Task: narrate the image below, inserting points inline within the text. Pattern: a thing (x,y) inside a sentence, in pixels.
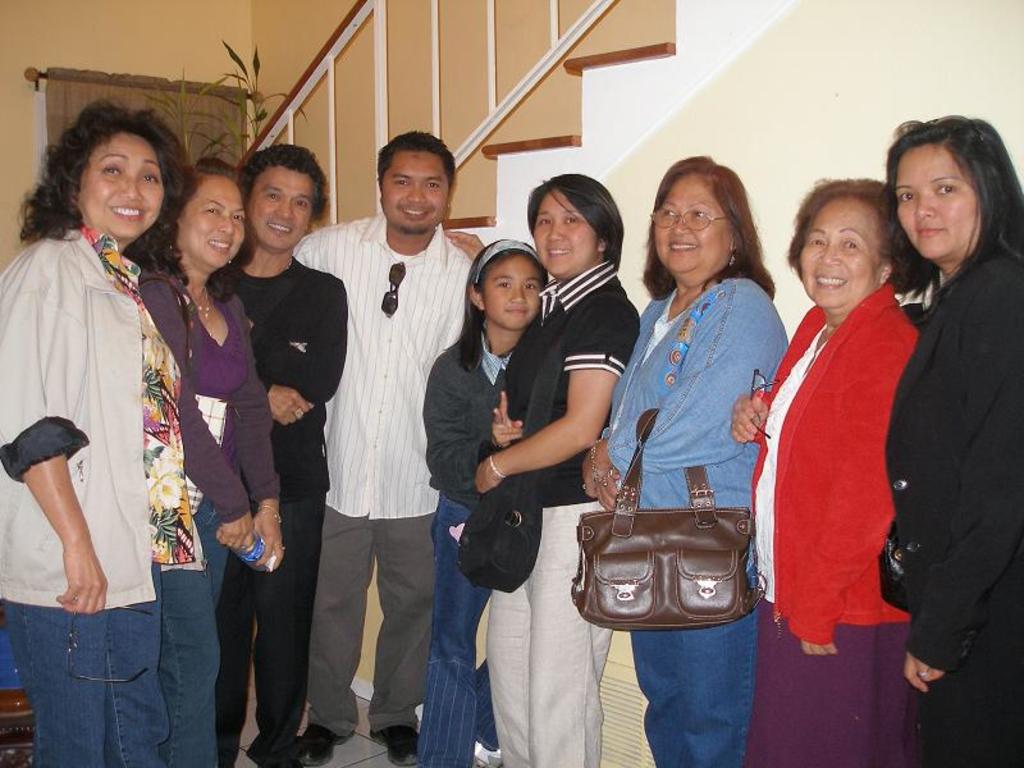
In this picture we can see a group of people (446,745) standing on the floor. There is a staircase (636,45). We can see a curtain (237,106) and some plants (237,106) in the background (237,106).
